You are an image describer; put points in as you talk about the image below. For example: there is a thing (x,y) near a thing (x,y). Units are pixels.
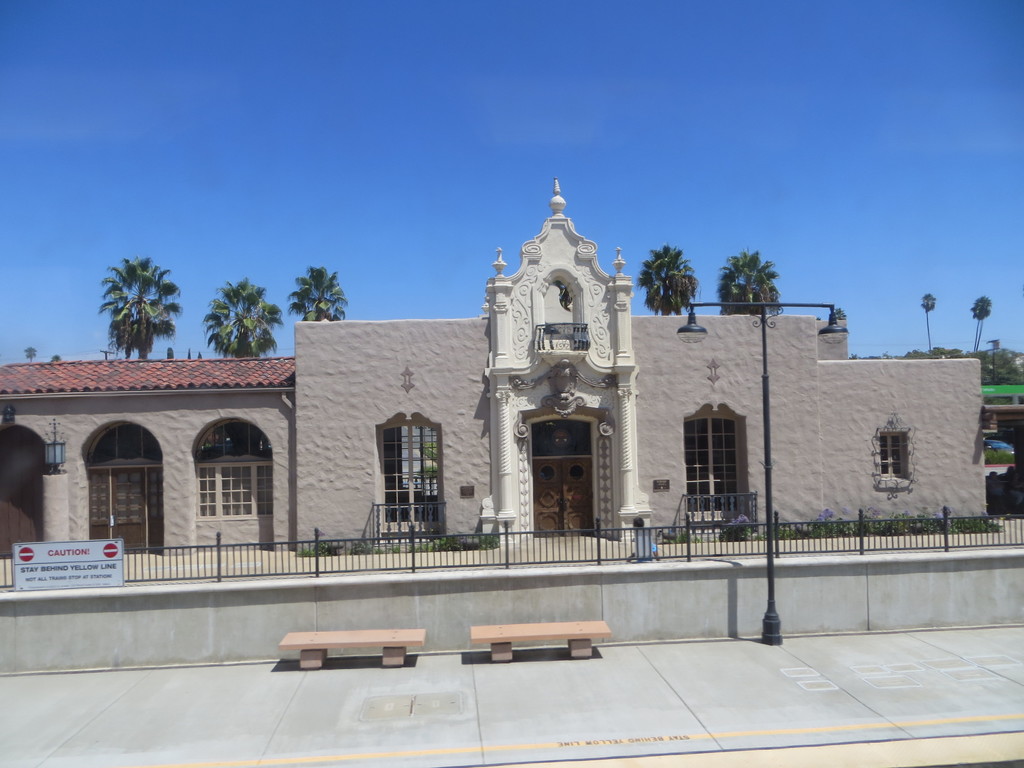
In this image, there is a wall (526,586) In front of the building (354,407). There are some trees (310,300) in the middle of the image (682,269). There are benches (381,634) at the bottom of the image (364,639). There is a pole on the right side of the image (770,466). In the background of the image (700,195), there is a sky (560,169).
